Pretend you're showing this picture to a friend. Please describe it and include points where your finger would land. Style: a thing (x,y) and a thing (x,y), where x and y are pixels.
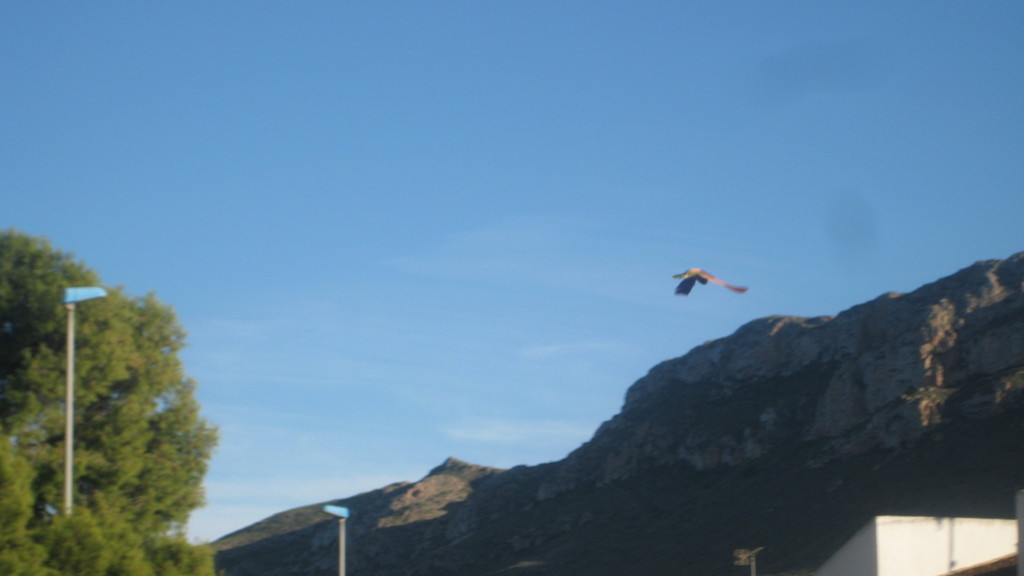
In this image there are trees (129,421), lights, poles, a hill (954,366), and a bird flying in the sky (656,153).
